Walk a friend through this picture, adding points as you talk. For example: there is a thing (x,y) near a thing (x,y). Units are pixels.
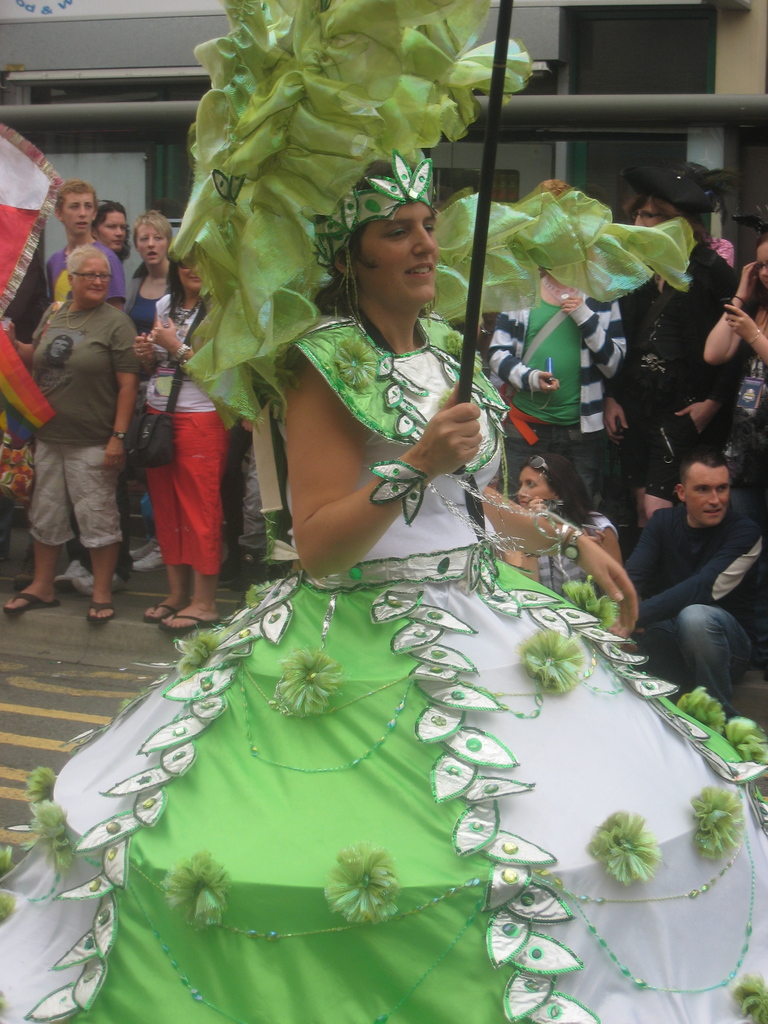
In the foreground of the picture (467,950) there is a woman (413,136) holding stick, she is wearing green and white frock (419,776). In the background (138,401) there are people (216,461) standing on the footpath (68,630). In the background (598,56) there are buildings (600,105).
